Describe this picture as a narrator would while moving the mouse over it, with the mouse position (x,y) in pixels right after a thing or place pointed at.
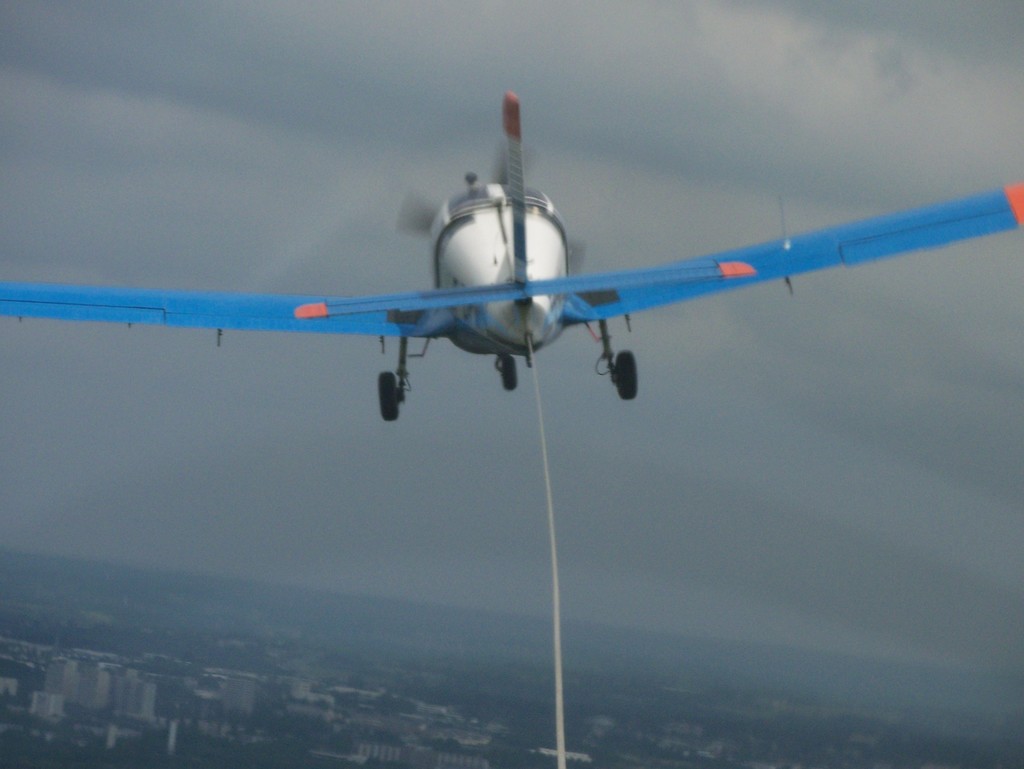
In this image there is a plane (618,310) in the air (744,301). At the bottom of the image (351,687) there are buildings (339,689) and at the top (211,100) there is sky (172,125).
